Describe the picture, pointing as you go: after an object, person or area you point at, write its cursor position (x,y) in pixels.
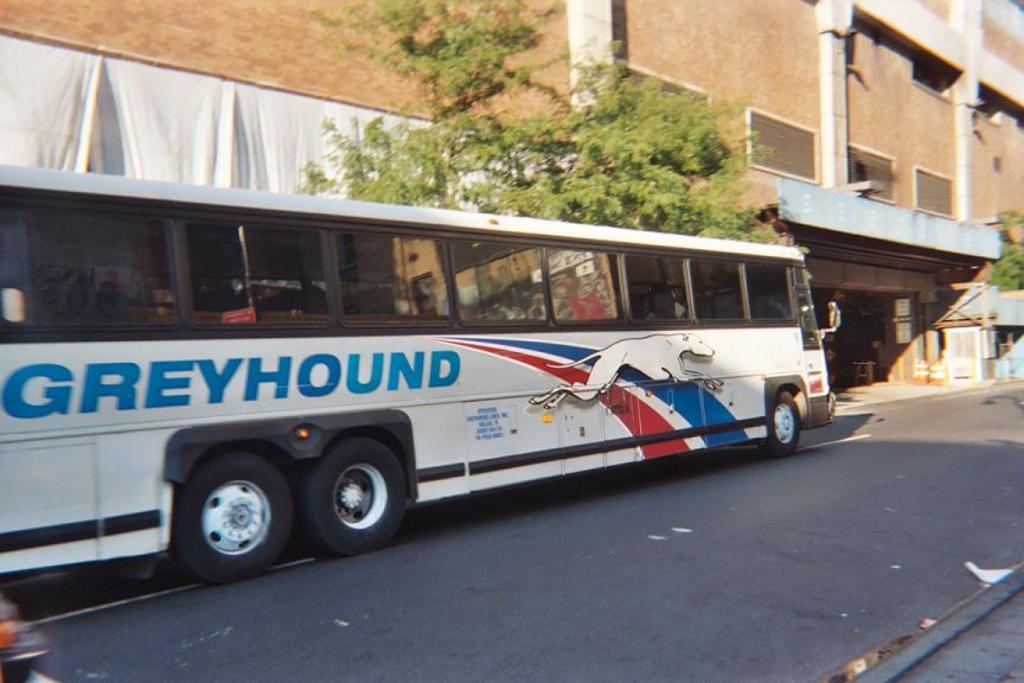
In the image I can see a bus (500,419) on the road (652,566). I can also see something written on the bus (507,379). In the background (441,127) I can see trees (430,141), a building (814,117) and some other objects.
